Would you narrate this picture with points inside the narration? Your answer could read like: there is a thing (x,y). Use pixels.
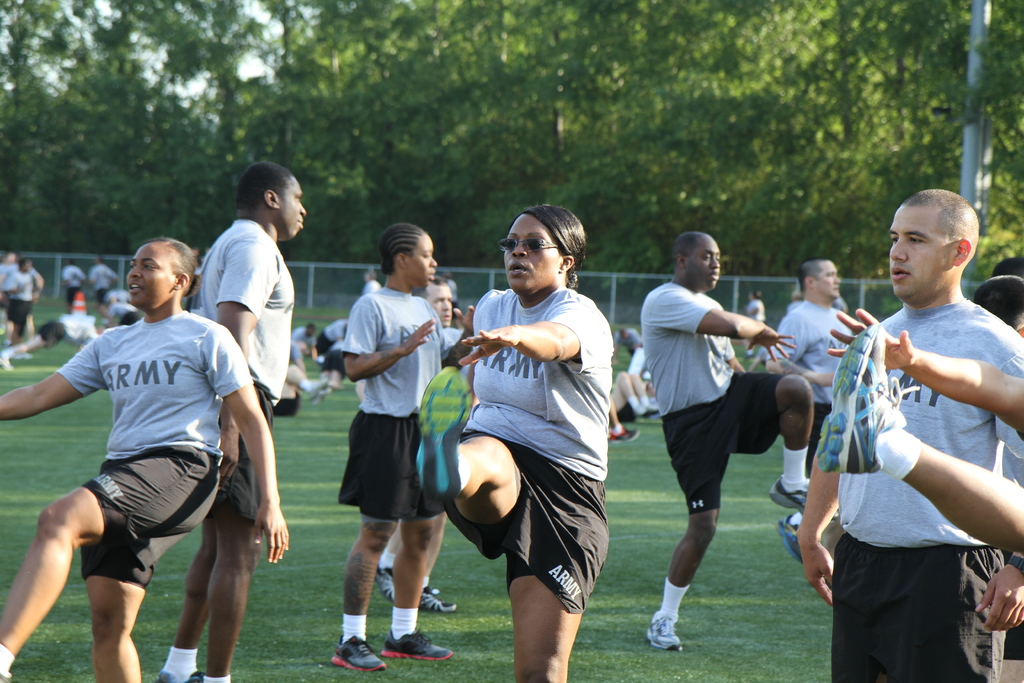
In front of the picture, we see the people (475,342) are standing. Some of them are exercising. At the bottom (333,635), we see the grass (371,639). Behind them, we see the people (106,289) are doing the exercise. Behind them, we see the fence (615,300). On the right side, we see a pole (971,206). There are trees (731,209) in the background (399,133).
